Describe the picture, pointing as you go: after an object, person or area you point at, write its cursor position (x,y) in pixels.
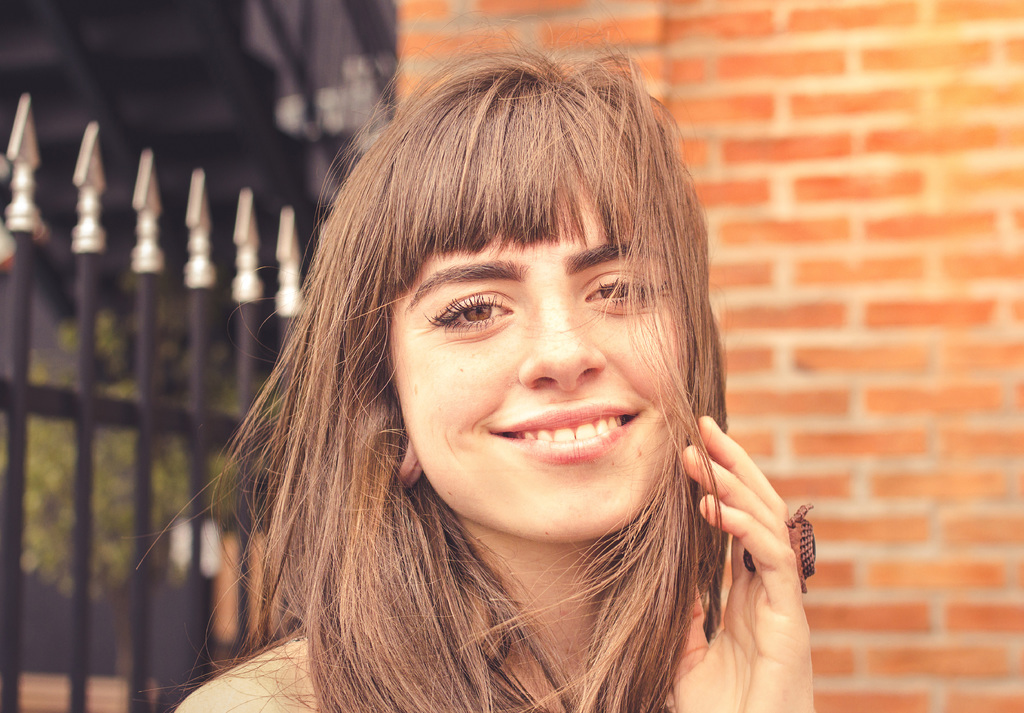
In this picture we can see a woman (592,504), she is smiling, behind to her we can see a wall (837,260), fence (84,481) and few plants (174,495).
